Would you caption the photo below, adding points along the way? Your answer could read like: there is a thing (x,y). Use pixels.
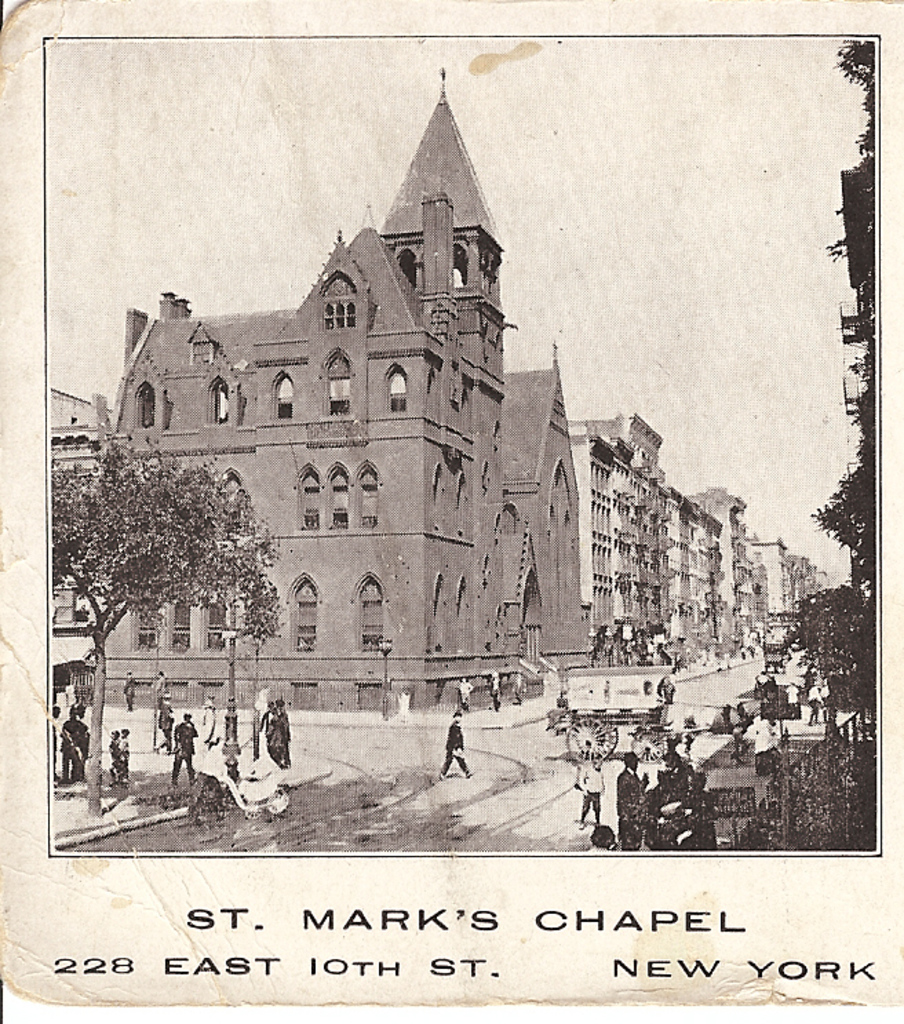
In this image we can see a photograph. In the center (431,618) there are buildings (425,583) and we can see trees (859,583). At the bottom (258,773) there are people (667,704) and there are vehicles (636,709) on the road (541,743). In the background (647,235) there is sky (234,146). At the bottom of the photograph (98,962) we can see text (98,962).
